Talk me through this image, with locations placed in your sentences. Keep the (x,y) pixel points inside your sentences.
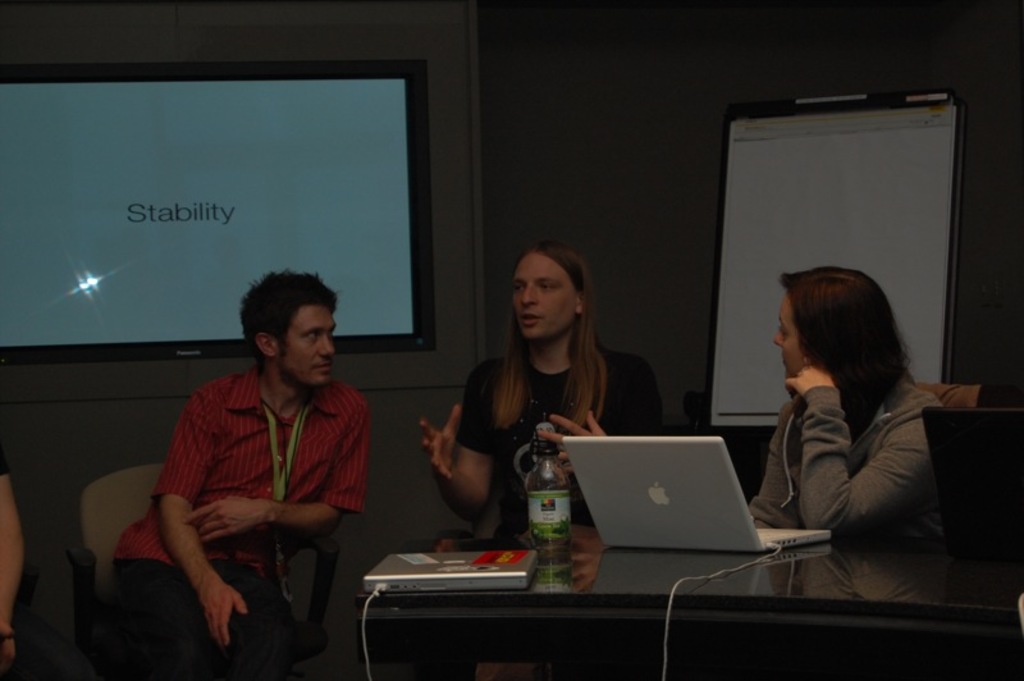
In this image i can see there are three people (353,457) sitting on a chair (146,478) in front of a table (901,545). On the table (930,570) I can see, a laptop (675,542) and other objects (682,579) on it.
